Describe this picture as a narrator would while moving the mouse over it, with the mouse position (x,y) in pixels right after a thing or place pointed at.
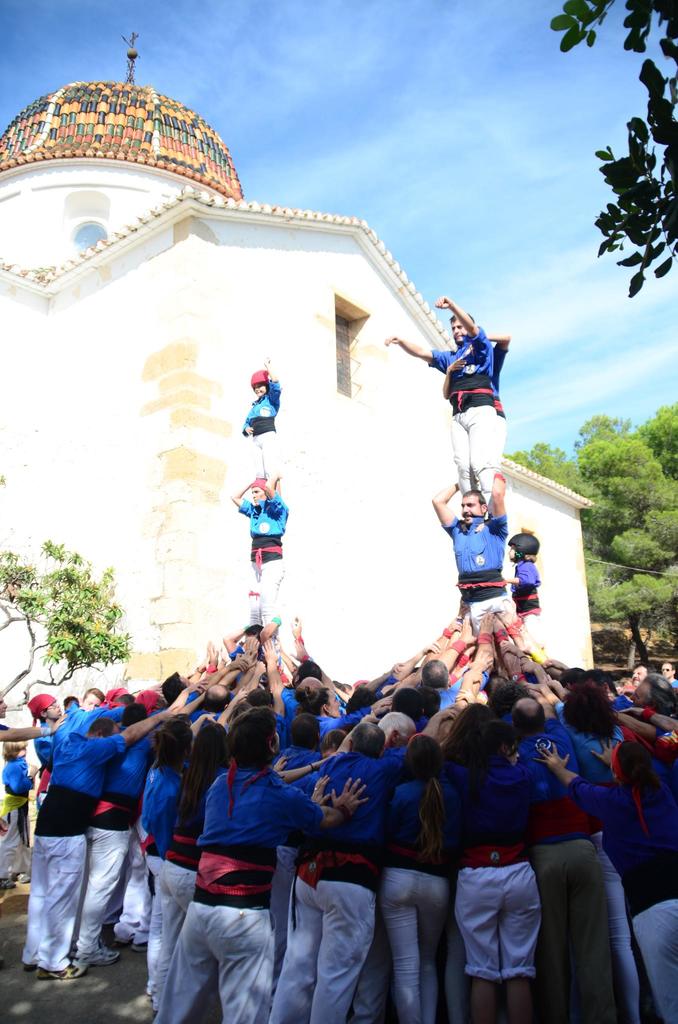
In this picture, there are group of people (269,837) forming into pyramids (474,619). Most of the people (347,736) in the picture are wearing blue t shirts (621,705) and white trousers (405,950). In the background (324,365), there is a church (235,544), trees (632,496) and a sky (412,195).
